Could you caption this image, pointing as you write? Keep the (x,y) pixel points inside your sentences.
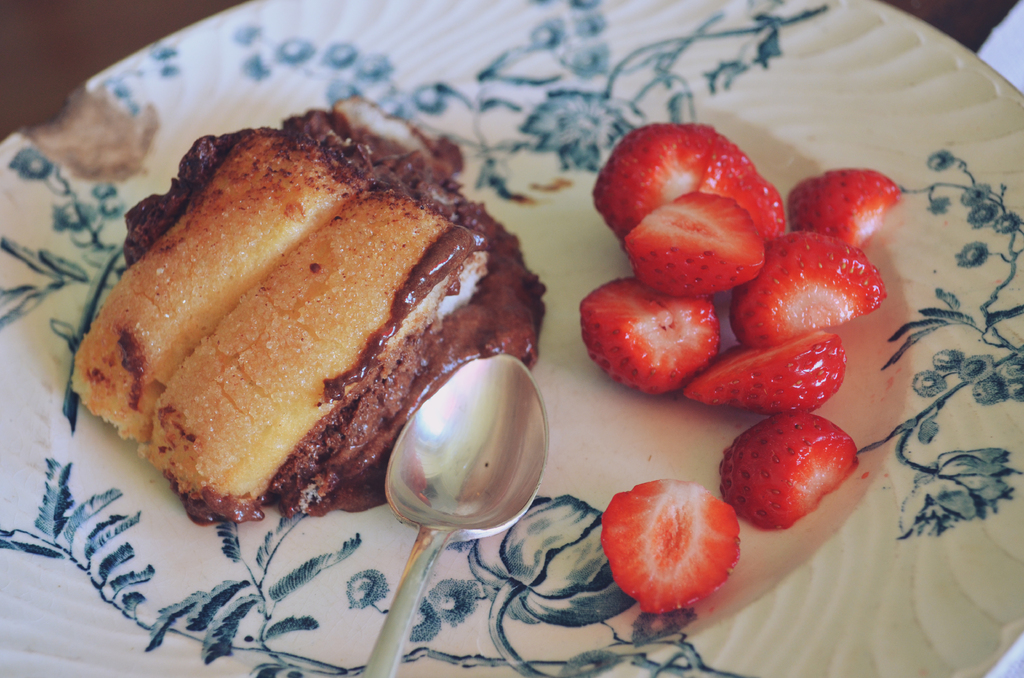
In the picture we can see a plate (286,600) with a food item (141,293) in it beside it we can see some slices of strawberries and a spoon (484,490).
